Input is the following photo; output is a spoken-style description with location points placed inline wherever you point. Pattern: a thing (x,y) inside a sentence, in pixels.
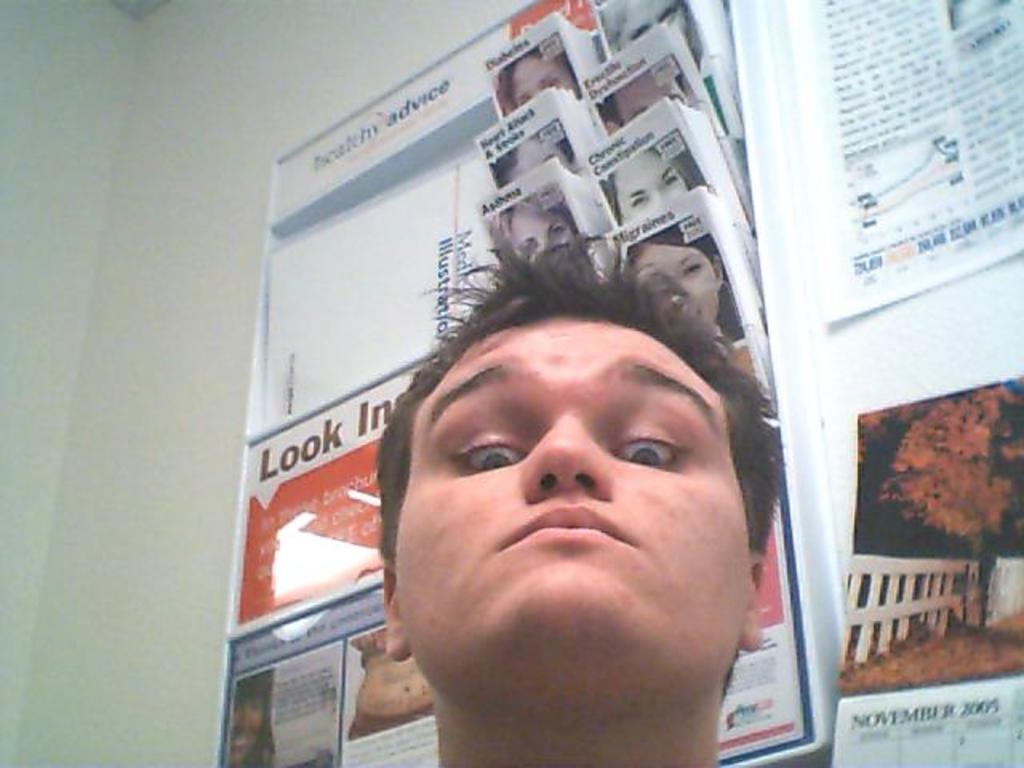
In this picture I can see a man (561,589) and couple of posters (844,314) on the wall (890,354) with some text (848,154) and I can see few papers (552,171) in the paper stand (384,189).
